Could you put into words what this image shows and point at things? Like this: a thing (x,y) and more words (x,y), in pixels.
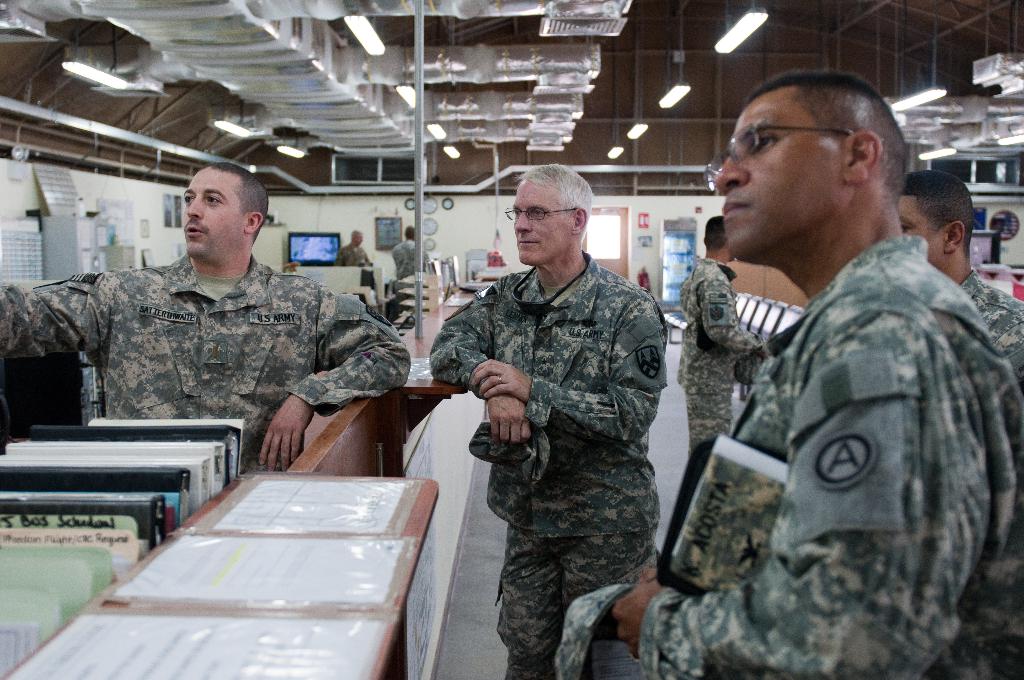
In this image, we can see some soldiers (584,334) standing, there are some books (133,477) and we can see the walls (330,212). There is a television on the wall (316,217). At the top (791,45) we can see the shed (693,45) and some lights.
